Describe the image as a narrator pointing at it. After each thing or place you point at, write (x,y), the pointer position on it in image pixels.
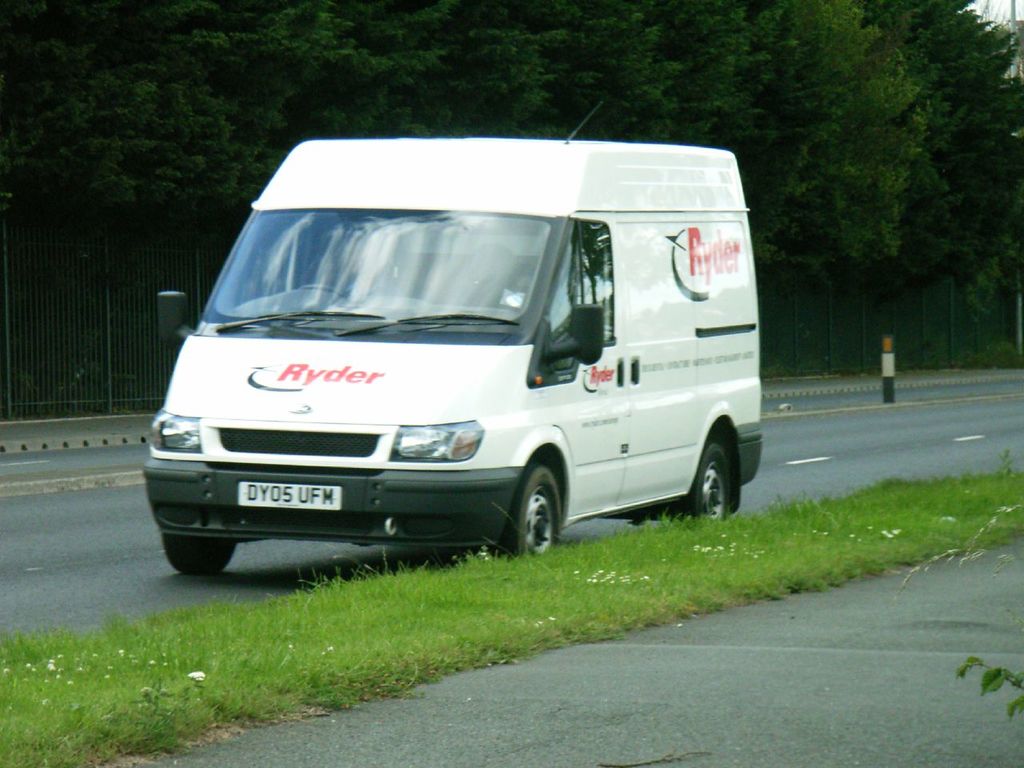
In this image I can see a white vehicle (394,463) on the road (1005,418). There is grass (585,616) and there are trees (855,197) at the back (703,40).
